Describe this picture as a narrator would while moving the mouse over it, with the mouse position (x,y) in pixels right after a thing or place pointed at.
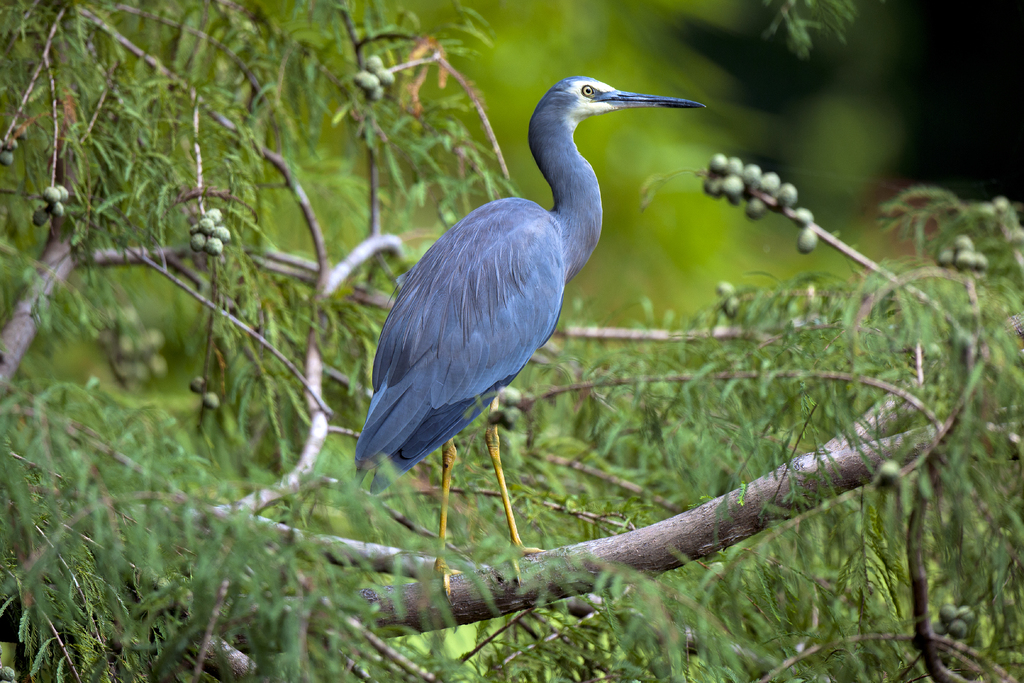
In this image, we can see a bird (504,256) on the tree (567,368). In the background (689,227), image is blurred.
